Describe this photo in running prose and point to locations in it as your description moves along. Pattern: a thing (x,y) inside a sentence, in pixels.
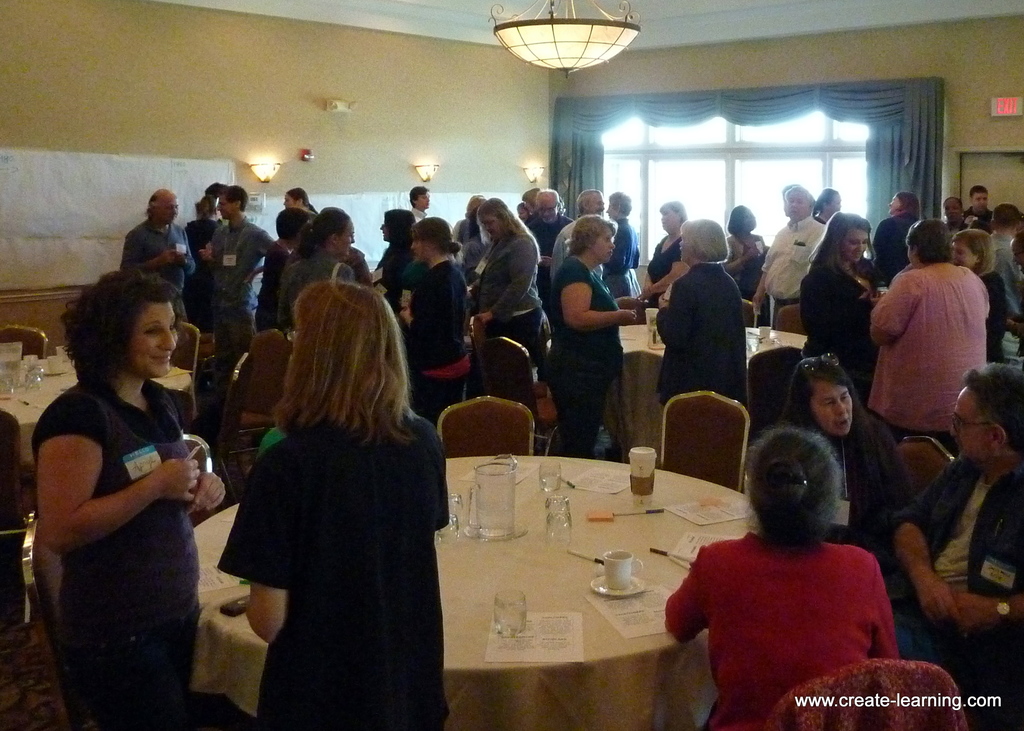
In this picture there are people (297,348) those who are standing around the tables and tables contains glasses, papers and other items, there are windows (764,185) in the background area of the image (710,177), there is chandelier (563,52) at the top side of the image (613,24) and there are lamps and posters (110,180) in the image.
